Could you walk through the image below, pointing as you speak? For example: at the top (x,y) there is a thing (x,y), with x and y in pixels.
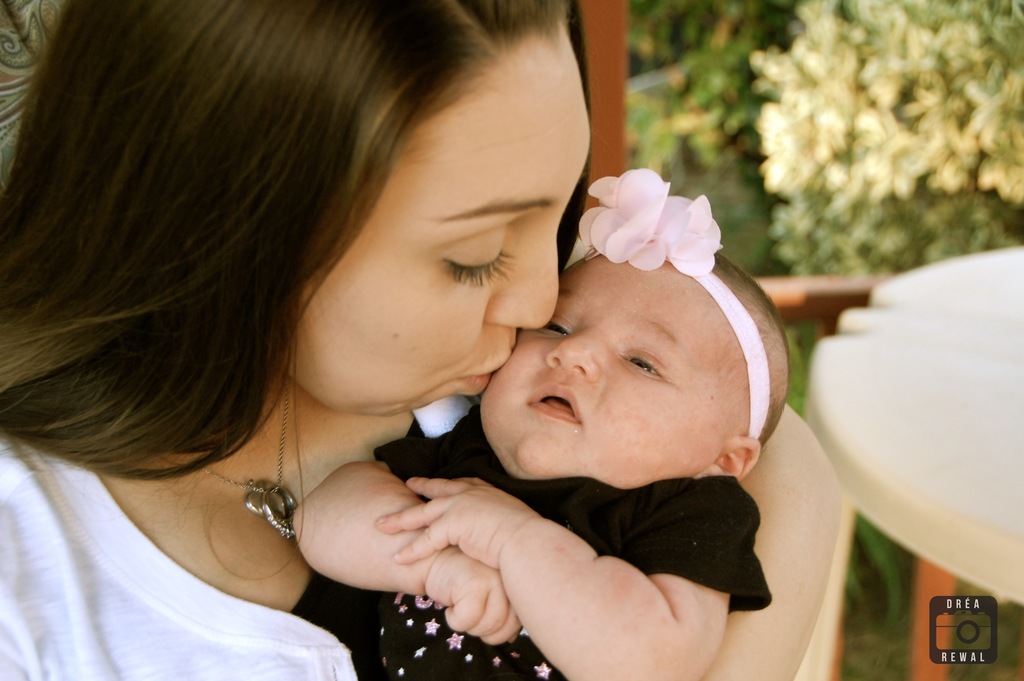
In this image we can see two persons (548,492). There are many plants (865,114) in the image. There is a table (932,479) and curtain (14,77) in the image.
